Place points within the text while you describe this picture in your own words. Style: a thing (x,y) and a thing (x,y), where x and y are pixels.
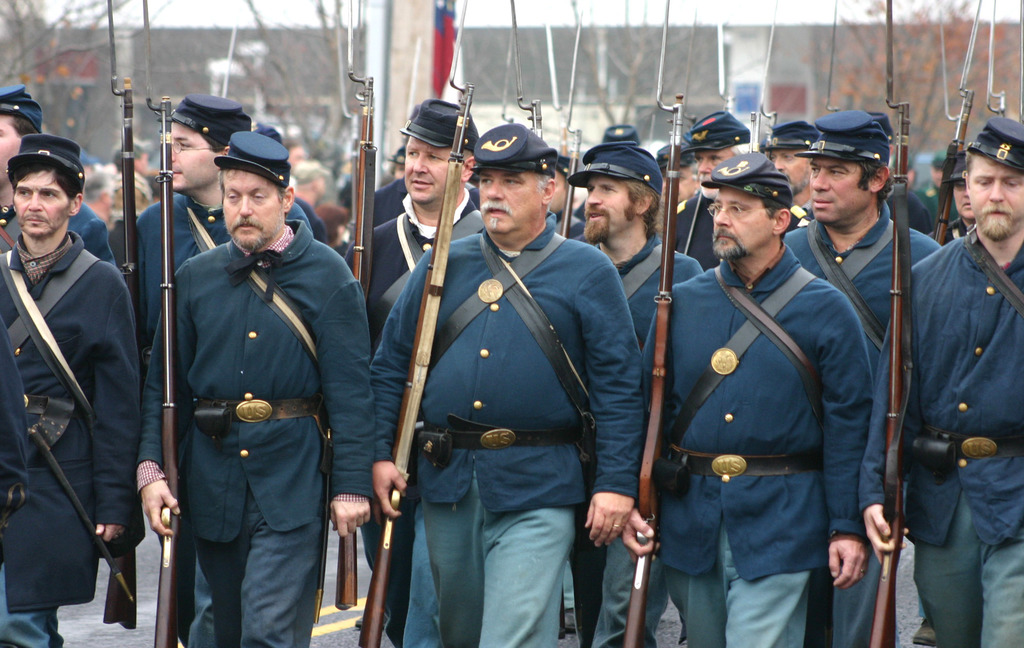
In this image there are some persons (482,338) standing and holding a weapons (164,354) as we can see in middle of this image (444,328) and there are some trees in the background (280,56). There is a building (694,87) on the top of this image (612,109).
